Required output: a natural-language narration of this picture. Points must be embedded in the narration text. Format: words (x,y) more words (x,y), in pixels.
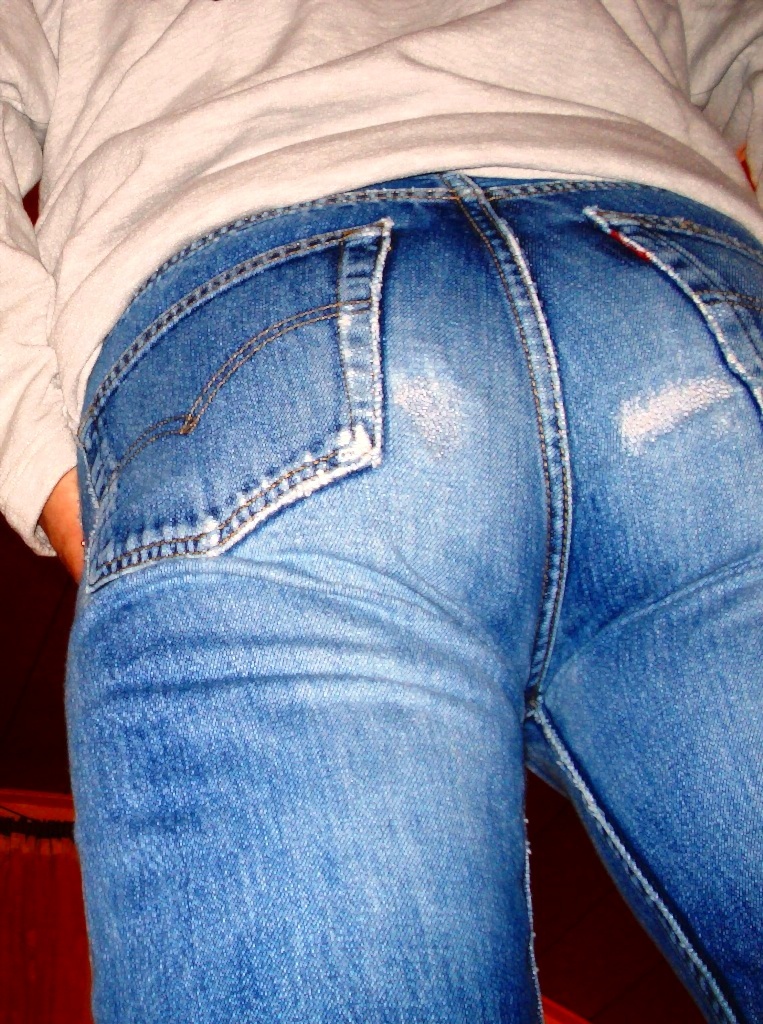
In this picture we can see a person (221,133) in the t shirt (279,122) and jeans (459,839).
